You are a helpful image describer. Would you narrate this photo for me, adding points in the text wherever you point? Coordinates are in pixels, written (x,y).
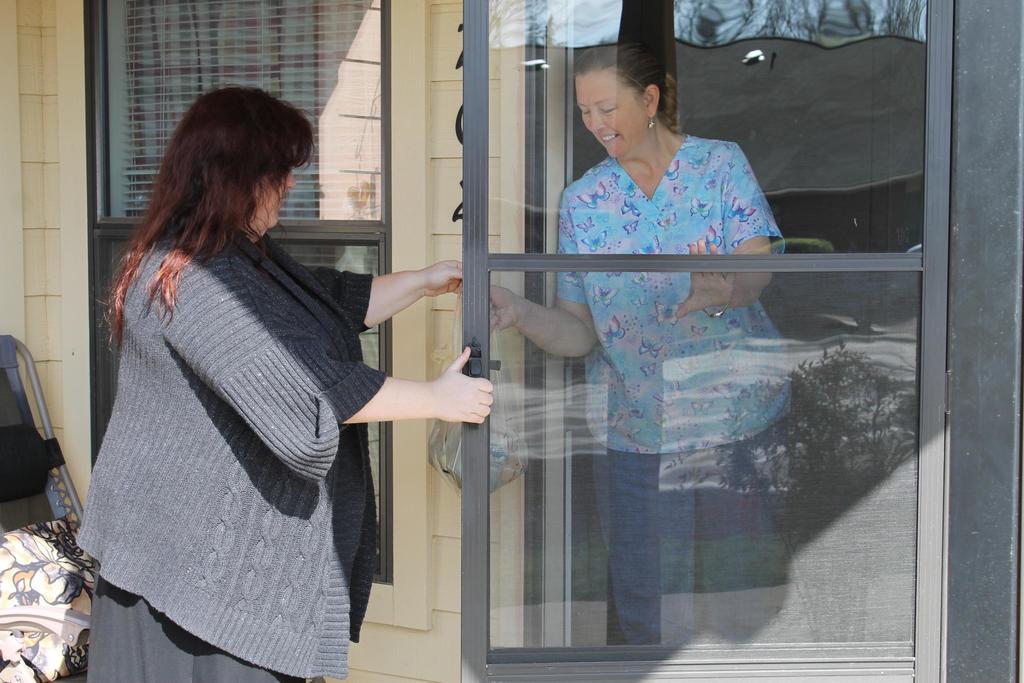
In the picture I can see two women (561,312) wearing black and blue color dress (248,415) standing, woman (213,486) wearing black color dress (196,439) standing outside the door (527,374) and pulling, woman (674,213) wearing blue color dress (630,282) standing inside to the door (487,245) and holding door (519,284) and in the background of the picture (540,288) there is wooden wall (439,231), glass door (473,338).
